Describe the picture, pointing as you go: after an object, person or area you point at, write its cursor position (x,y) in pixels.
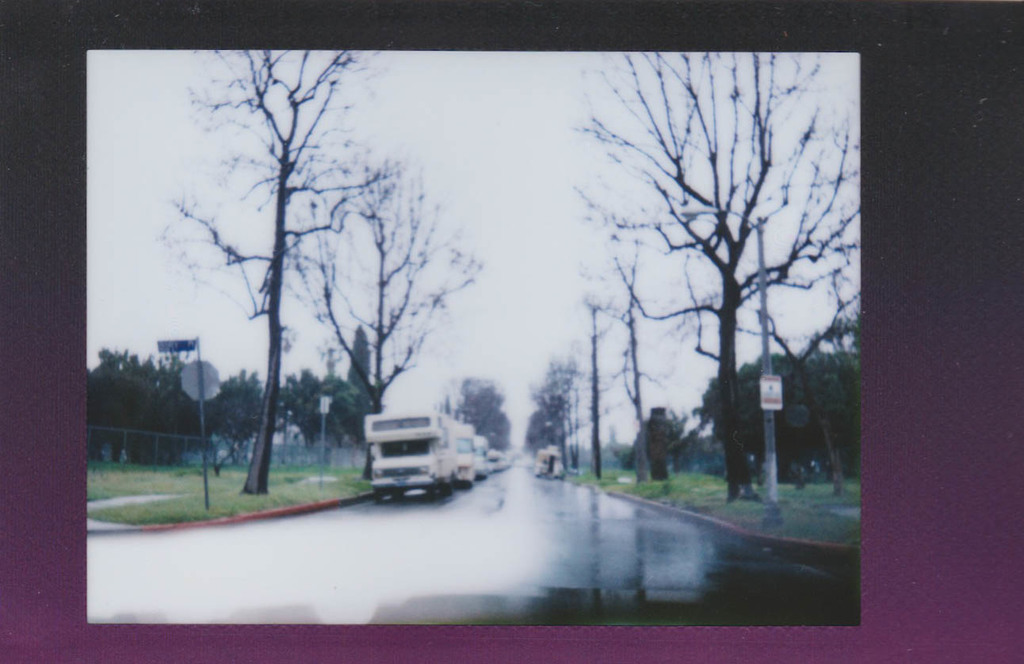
These are trees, there are vehicles (451,468) on the road (508,480), this is sky (502,193).
